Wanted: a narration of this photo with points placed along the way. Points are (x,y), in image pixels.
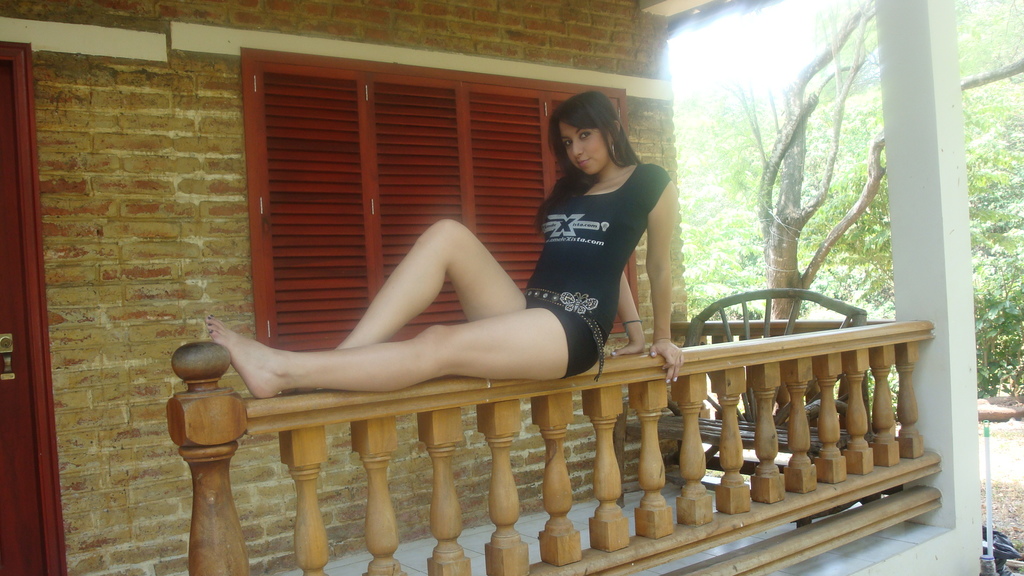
In this picture I can see a woman (553,236) sitting on the wooden railing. I can see wooden window (528,228) and door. I can see trees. I can see the pillar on the right side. I can see the sky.
